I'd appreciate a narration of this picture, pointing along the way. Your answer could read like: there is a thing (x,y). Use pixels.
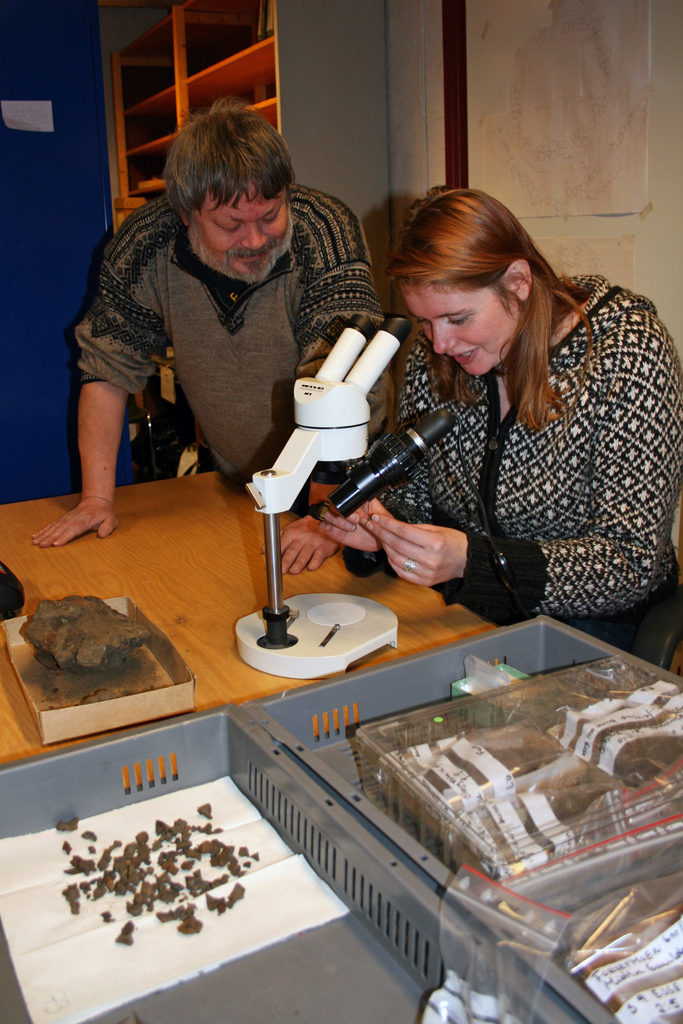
This picture is inside the room (333,34). There is a person (535,363) sitting and holding the device (347,483), there is an other person (105,479) standing behind the table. There is a device (336,649), stone (108,630), paper (202,865), covers (519,930) on the table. At the back (274,93) there is a cupboard (268,63) and there is a chart (580,71) on the wall (678,129).
